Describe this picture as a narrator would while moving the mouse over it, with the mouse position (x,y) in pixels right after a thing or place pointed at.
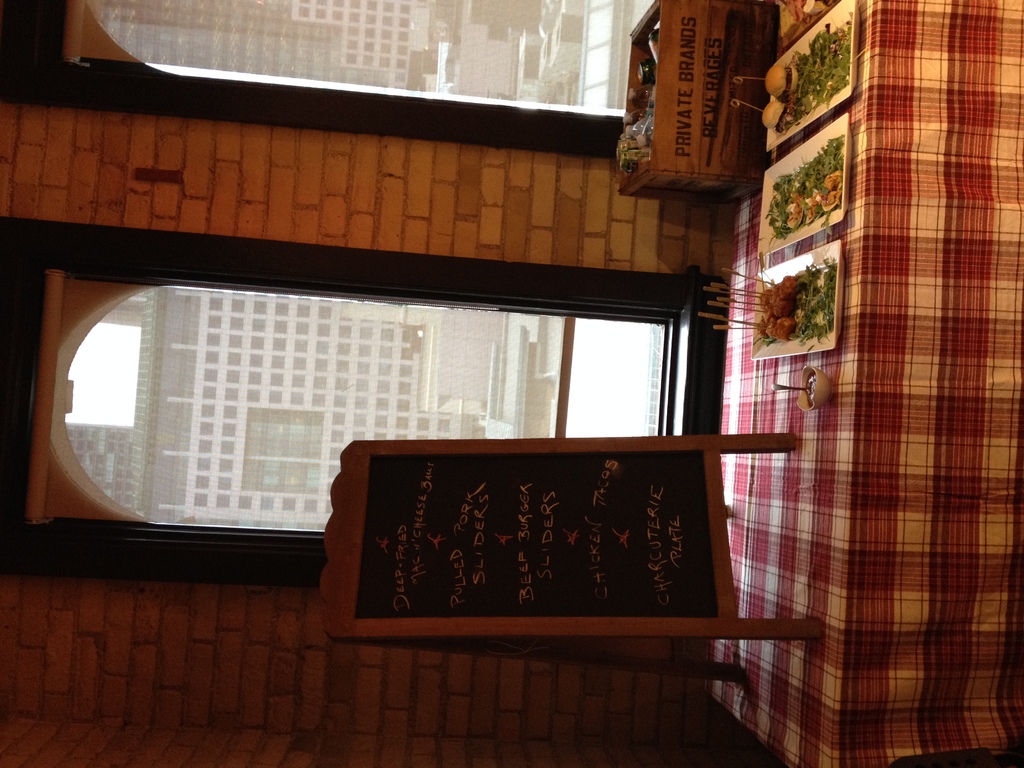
In this image I can see a board (486,459) which is in black color, few food items (786,108) in the tray (764,318) and the tray (772,335) is in white color. The tray (784,351) is on the table (782,415), background (116,408) I can see the wall (355,215) in brown color and I can also see few windows (439,56).
